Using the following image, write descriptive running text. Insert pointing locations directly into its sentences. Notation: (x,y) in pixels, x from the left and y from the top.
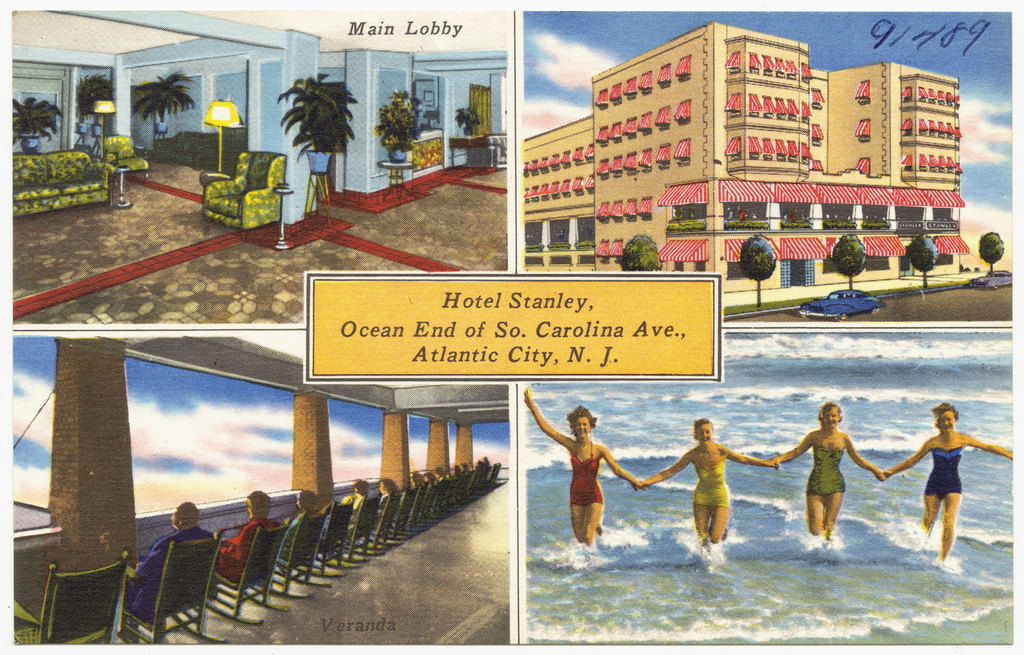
In this image, we can see a collage image of four different pictures. In the first one, we can see there is an inside view of a building (398,68). In the second one, there is a building (924,163). In the third one, we can see some persons (180,529) sitting on chairs (488,479). In the fourth one, we can see four persons (580,470) in the beach (663,567).
